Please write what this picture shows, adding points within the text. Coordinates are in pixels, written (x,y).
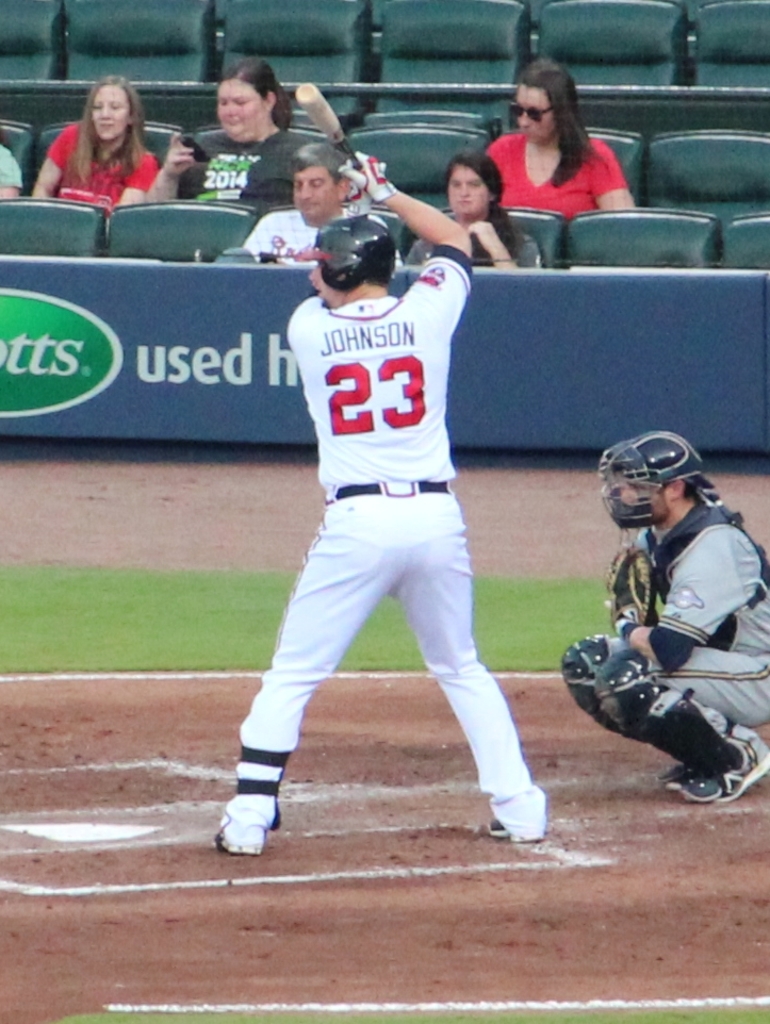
There is a man (444,272) in the center of the image (343,521), by holding a bat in his hand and there is another man (669,656) on the right side (725,693), there are people (73,150) those who are sitting on the chairs (495,77) and a poster (548,323) at the top side of the image (391,108).
